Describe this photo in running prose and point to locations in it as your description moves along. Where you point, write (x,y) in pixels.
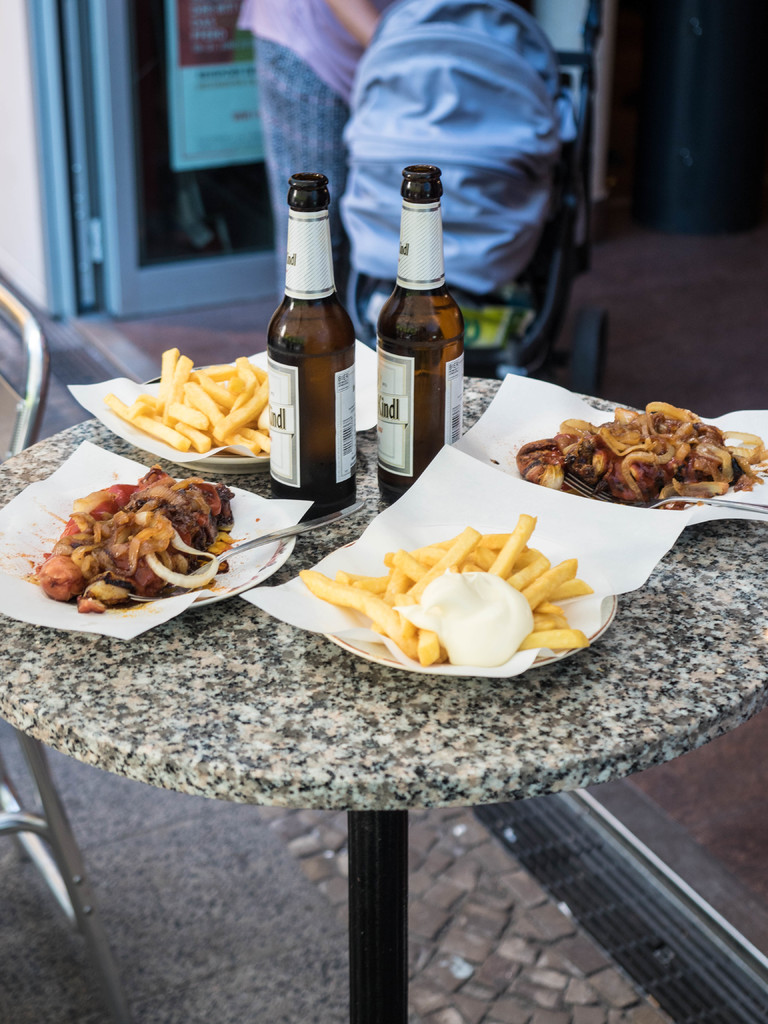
This is a table (475,732) where two beer bottles (437,185) and delicious food (236,395) are kept on it. In the background (522,327) we can see a stroller (561,256).
